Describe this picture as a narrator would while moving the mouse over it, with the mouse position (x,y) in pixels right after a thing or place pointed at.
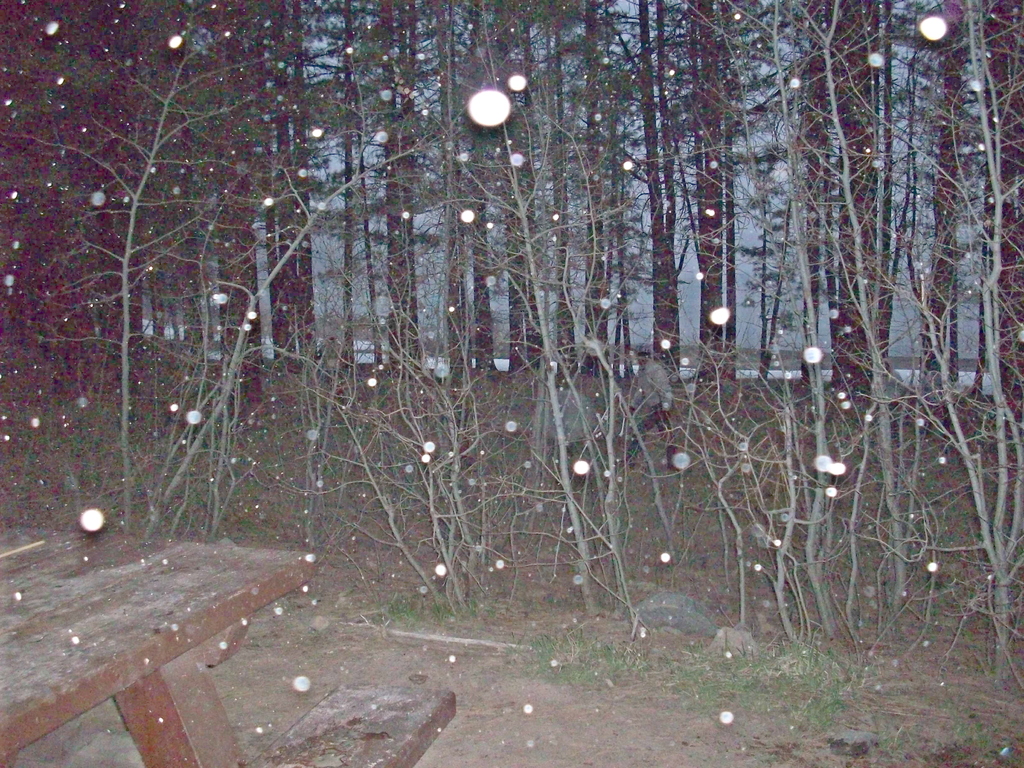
In this picture we can see a bench (20,700), grass (792,651), stones (682,600), trees (485,328) and some objects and some people (659,393).
